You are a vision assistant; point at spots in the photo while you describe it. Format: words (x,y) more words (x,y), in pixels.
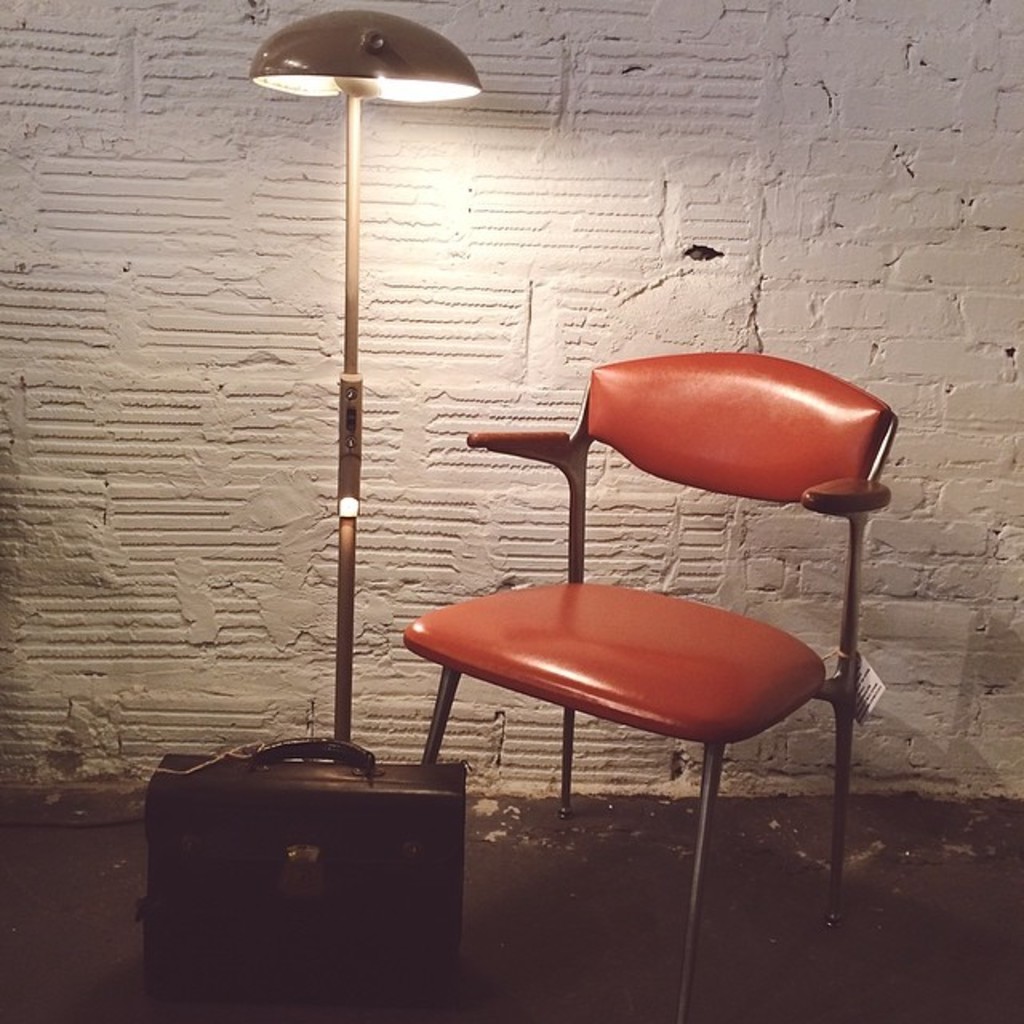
In this image I see a chair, a suitcase (455,785) and a lamp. In the background (122,760) I see the white wall (939,743).
